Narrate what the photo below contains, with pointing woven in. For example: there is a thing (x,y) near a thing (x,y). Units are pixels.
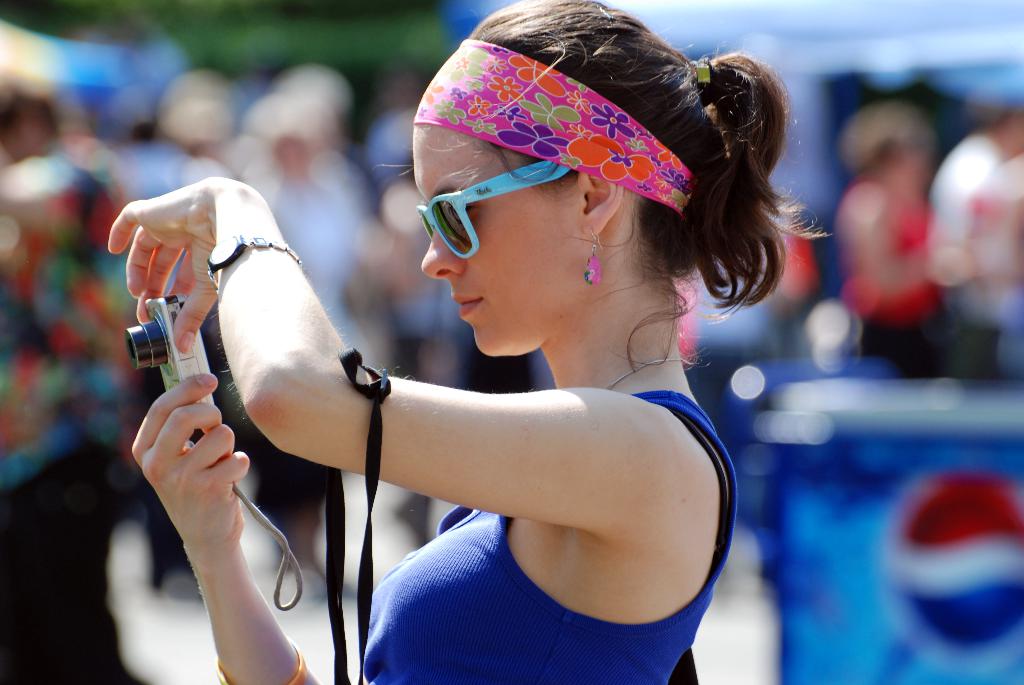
In this image we can see a girl (462,600) wearing a headband (538,123) and sunglasses (528,172), holding a camera (188,377) in her hand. The background (906,610) is blurry.
